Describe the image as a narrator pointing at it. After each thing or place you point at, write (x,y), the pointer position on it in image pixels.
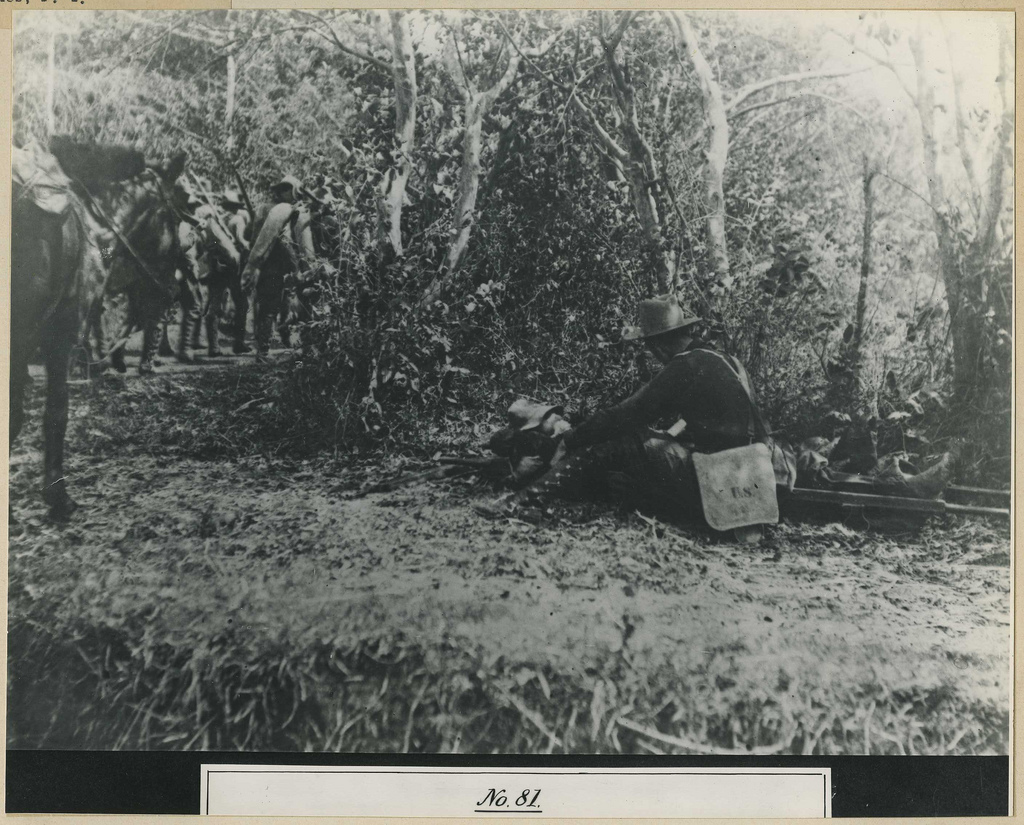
In this picture there is a photo (666,411) which is placed on this board (920,784). At the bottom (553,788) I can see the number (523,804) on this paper (631,800). In that photo (697,185) I can see the army persons (287,290) who are walking on the ground (217,339). Beside them I can see the trees (469,202), plants (496,240) and grass (275,365). On the right (699,466) I can see another soldier (824,466) who is lying on the stretcher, beside him there is a man (730,448) who is sitting. In the top right (976,49) corner of the photo (889,60) I can see the sky (893,90).
